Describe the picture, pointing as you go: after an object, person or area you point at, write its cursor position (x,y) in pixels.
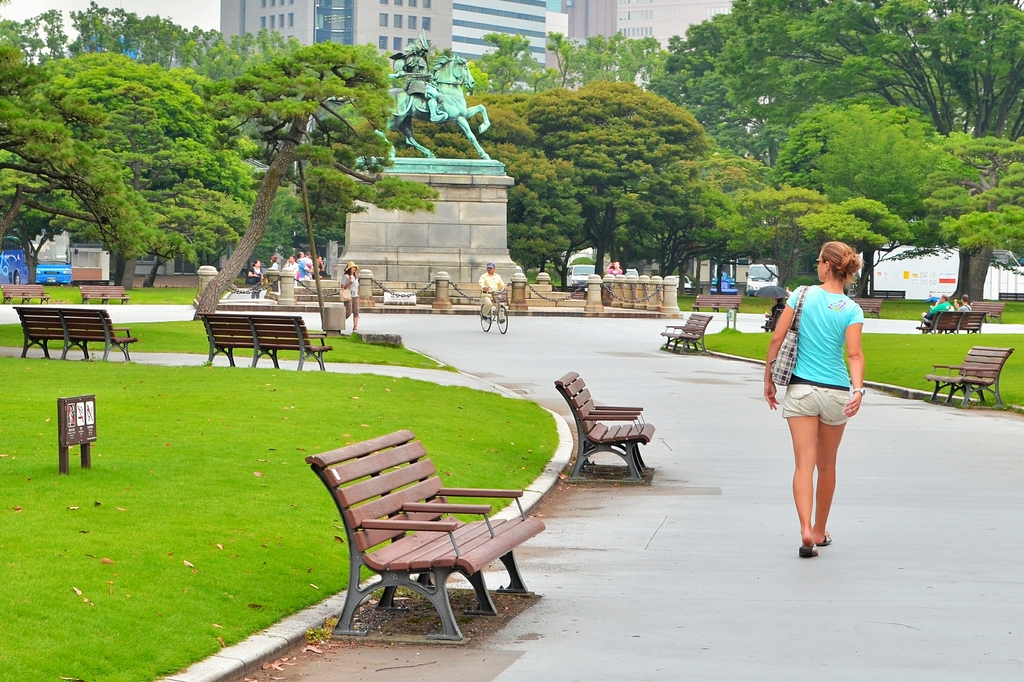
In this Image I see a woman (804,526) who is on the path (864,506) and she is carrying a bag (790,375) and I see few benches (677,341) and I see the grass (539,406). In the background (793,251) I see few more people (258,297) and this man (490,275) on the cycle (500,299) and I can also see the trees (1007,53), a statue (414,65), few vehicles (749,276) and the buildings (232,20).
